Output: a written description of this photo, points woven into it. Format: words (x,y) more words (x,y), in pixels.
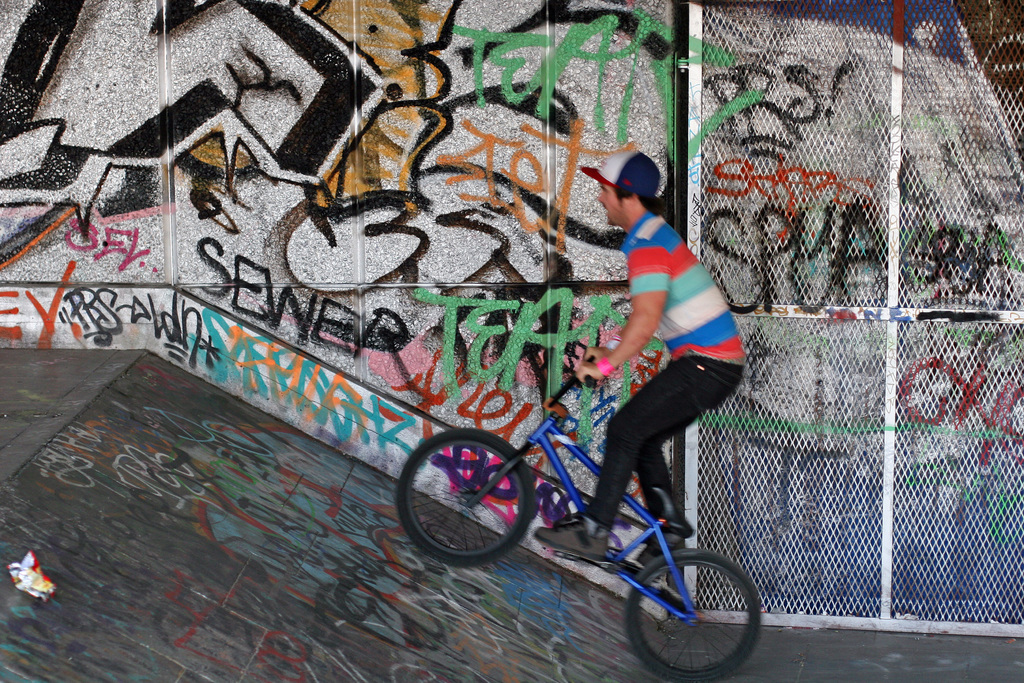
There is a man (636,248) riding a bicycle (693,677) and he wore a cap (641,163). In the background (229,172) we can see a wall (538,15).
